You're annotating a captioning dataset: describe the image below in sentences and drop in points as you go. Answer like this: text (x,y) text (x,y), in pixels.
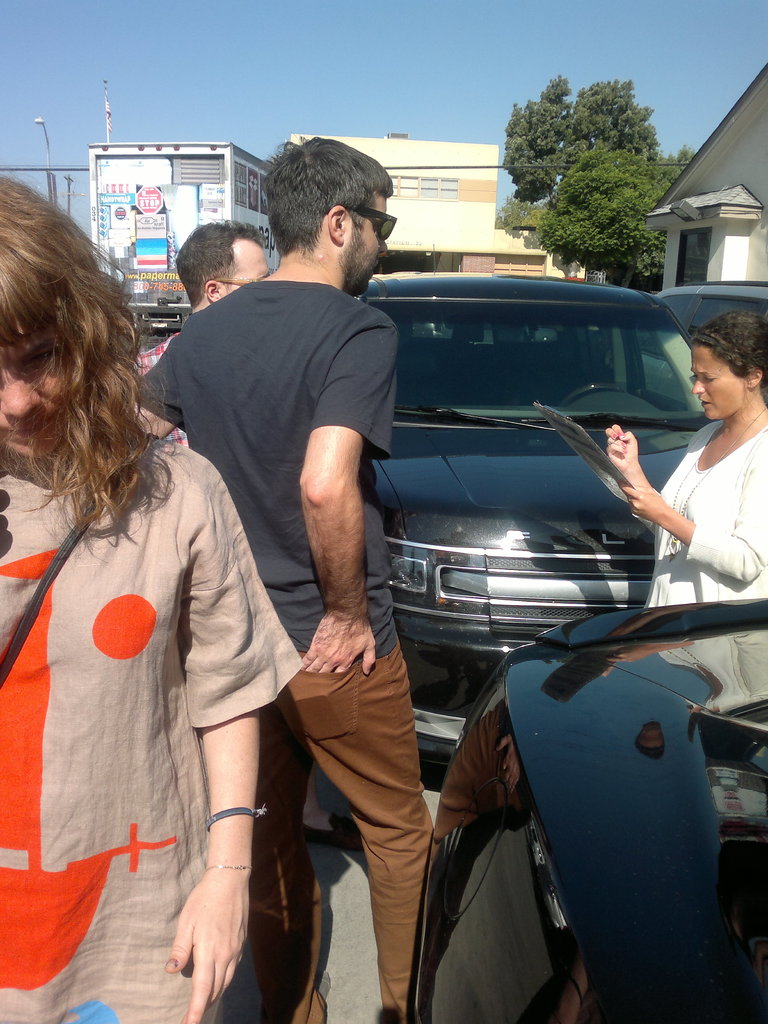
This image is clicked outside. There is a tree (512,222) at the top (512,222). There is sky (373,129) at the top (60,135). There is a building (746,205) at the top (429,239). There is a car (553,608) in the middle (453,596). There are some persons (104,385) standing in the middle (339,398).
